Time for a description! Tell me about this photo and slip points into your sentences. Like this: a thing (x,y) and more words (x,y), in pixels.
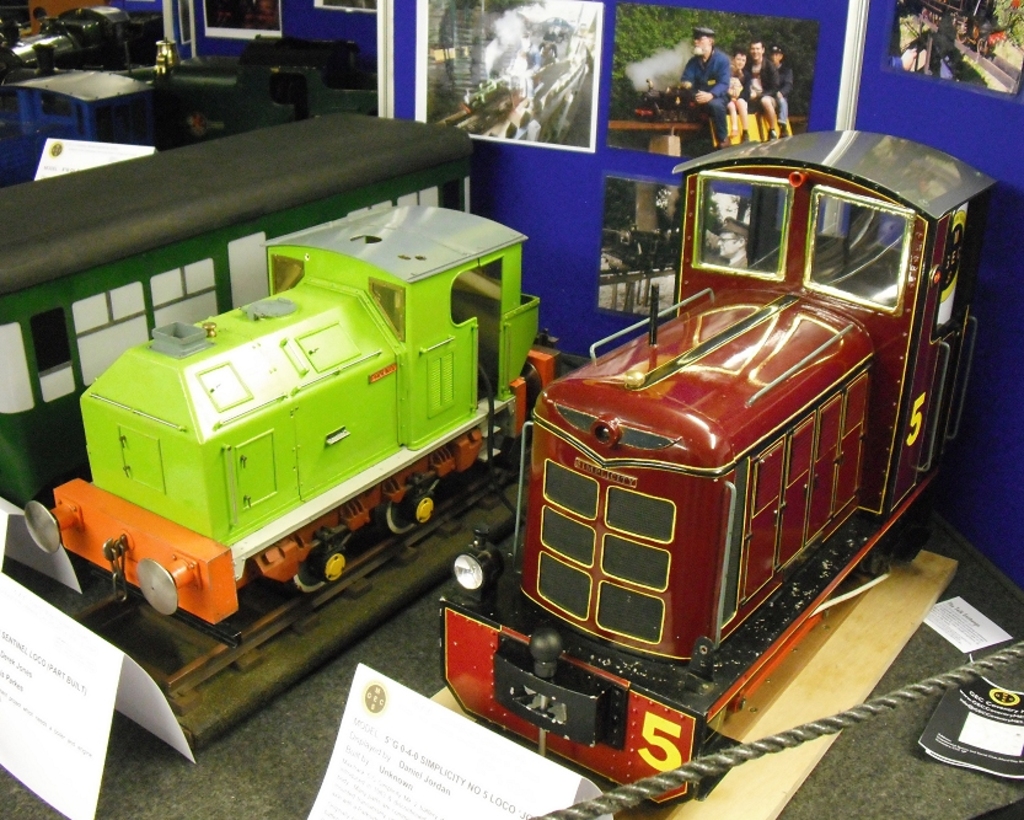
Here in this picture we can see train engine toys (750,307) present on the floor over there and in the front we can see a rope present and we can see papers (67,654) and books (933,727) present on floor (915,657) here and there and on the wall (606,90) we can see photos (551,101) stuck here and there.
